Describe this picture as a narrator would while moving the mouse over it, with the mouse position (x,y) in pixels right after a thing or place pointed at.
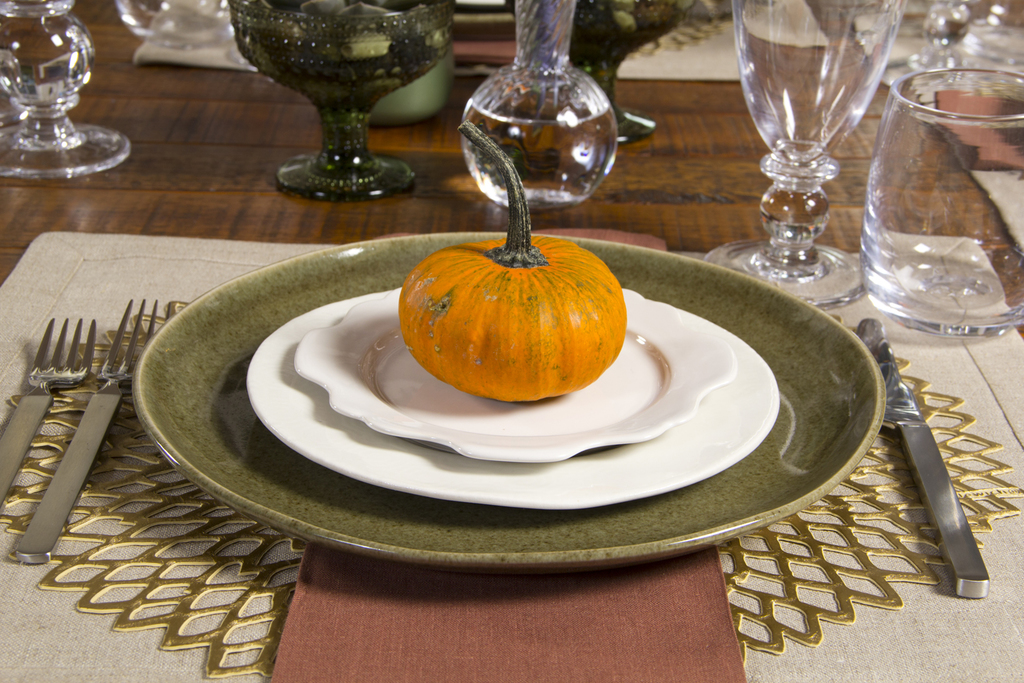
This picture is taken on the table (883,654), There is a plate (601,566) which is in green color, In that there is a small plate (510,453) which is in white color in that there is a orange color object (509,351), There are some forks (84,441), a knife (932,492) and glasses (877,150) on the table (733,81), There is a green color object (333,53) on the table (212,111).
